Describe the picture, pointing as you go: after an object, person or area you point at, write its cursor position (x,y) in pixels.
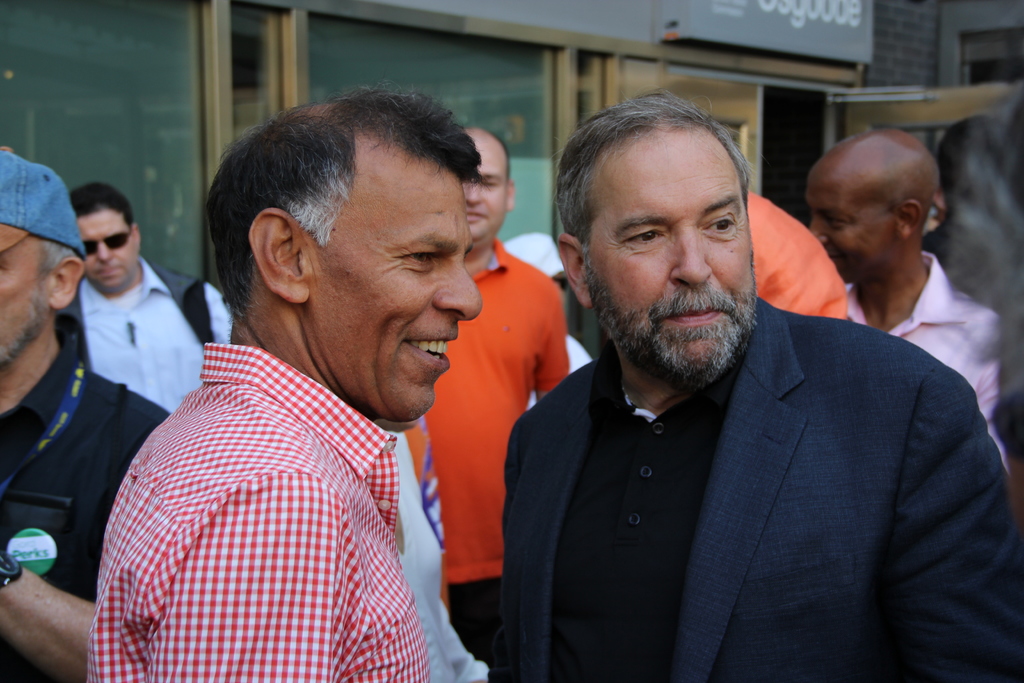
In the center of the image (453,409) we can see people (741,337) standing. In the background (653,52) there is a building (553,47).
